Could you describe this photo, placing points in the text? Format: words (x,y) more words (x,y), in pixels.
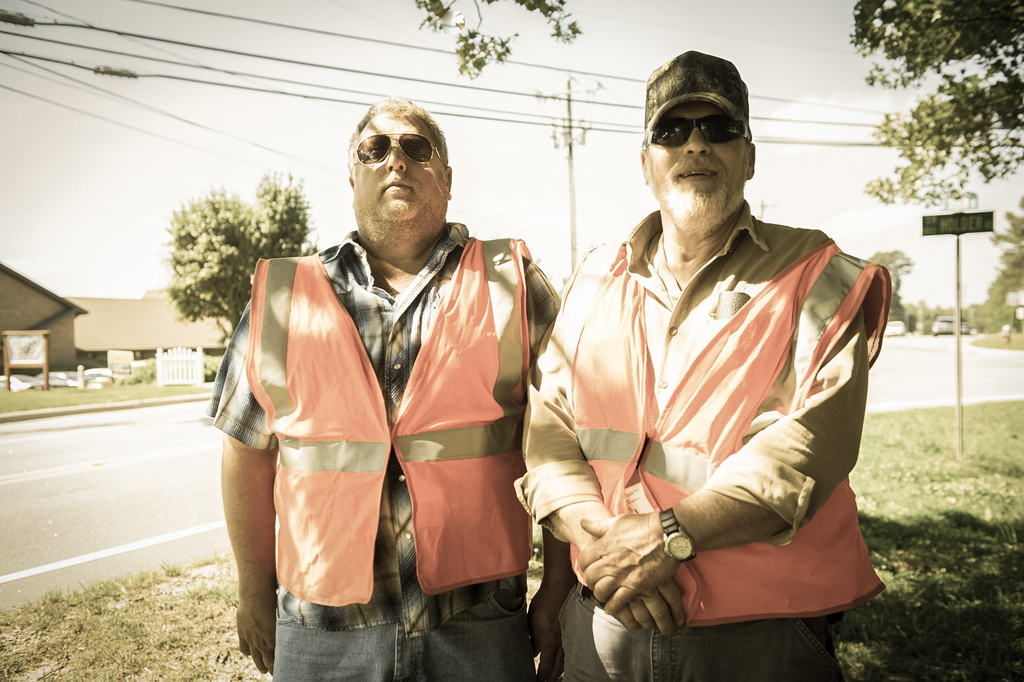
In the center of the image (672,339) there are two persons (545,419) standing. In the background of the image (976,331) there are trees (190,243), cars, houses (131,306). There is a road (80,421). At the top of the image (818,45) there is sky (707,41), electric wires (6,20). At the bottom of the image (166,647) there is grass (206,646). To the right side of the image (959,411) there is a sign board (964,228).
